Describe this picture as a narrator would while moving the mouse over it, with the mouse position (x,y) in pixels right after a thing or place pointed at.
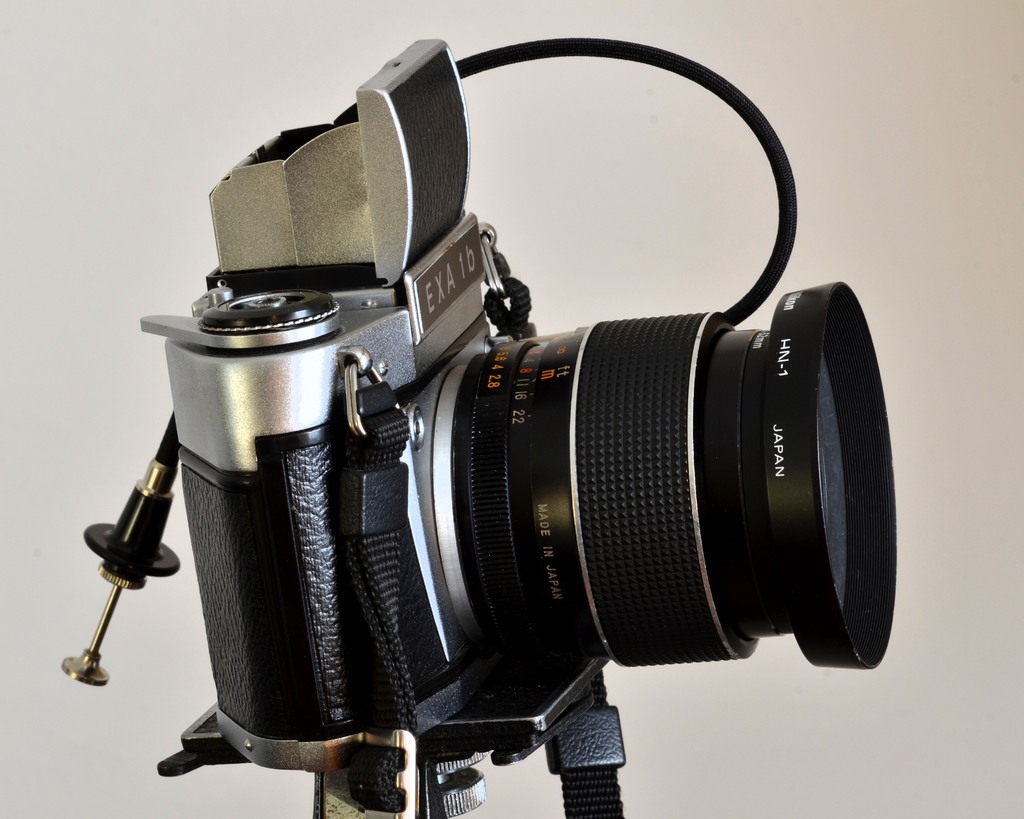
This picture shows a camera (446,358) on the stand (428,816) and we see a white color background (52,133) and the camera (481,390) is black and grey in color.
